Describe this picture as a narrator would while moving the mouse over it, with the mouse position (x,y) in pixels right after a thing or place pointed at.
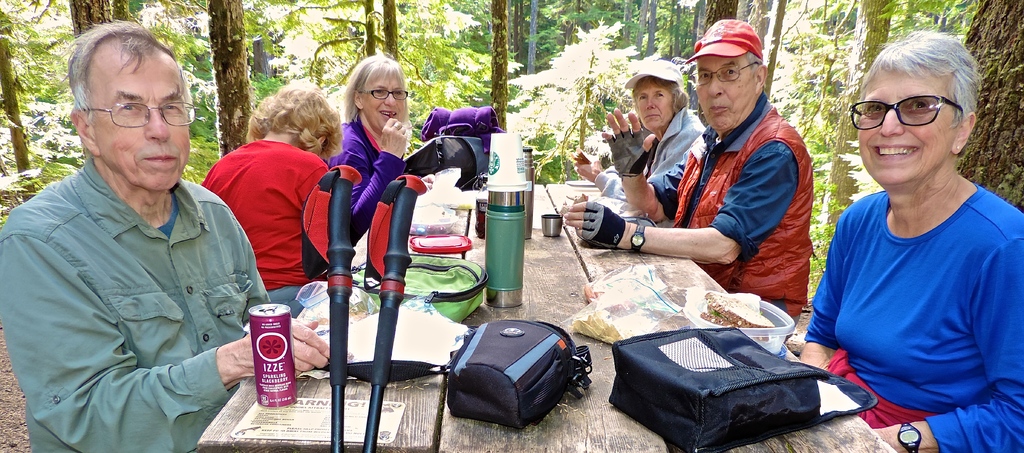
There are six people (305,152) sitting on the bench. This is the table (578,437) with flasks (515,239), bags (514,328), boxes (438,223), tin (271,351) and few other things (354,326) on it. These are the trees (401,24) with branches (416,46) and leaves (903,6). I think these are the trekking sticks (396,211).
